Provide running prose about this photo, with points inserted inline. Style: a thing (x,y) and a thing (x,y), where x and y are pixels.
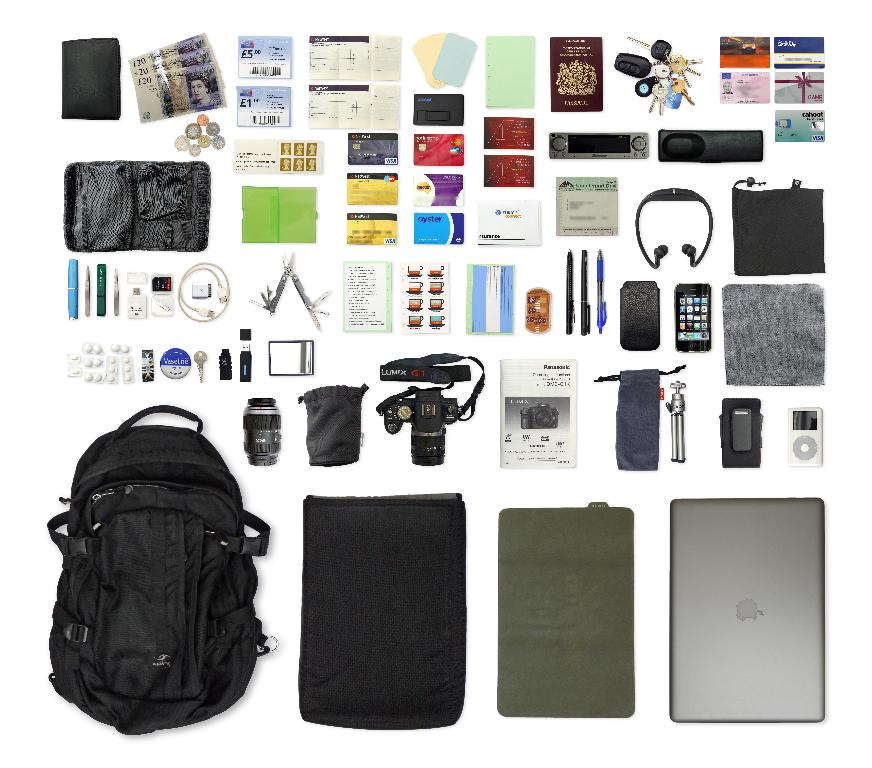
In this image at the bottom (681,567) there is a laptop (698,629) and bag (153,510). In the middle (571,395) there is a mobile (678,332), camera (425,428), book (524,429), pens (569,304) and paper (375,329). At the top (200,85) there is money (188,87), wallet (96,98), book (571,99), keys (653,67) and cards (366,185).
